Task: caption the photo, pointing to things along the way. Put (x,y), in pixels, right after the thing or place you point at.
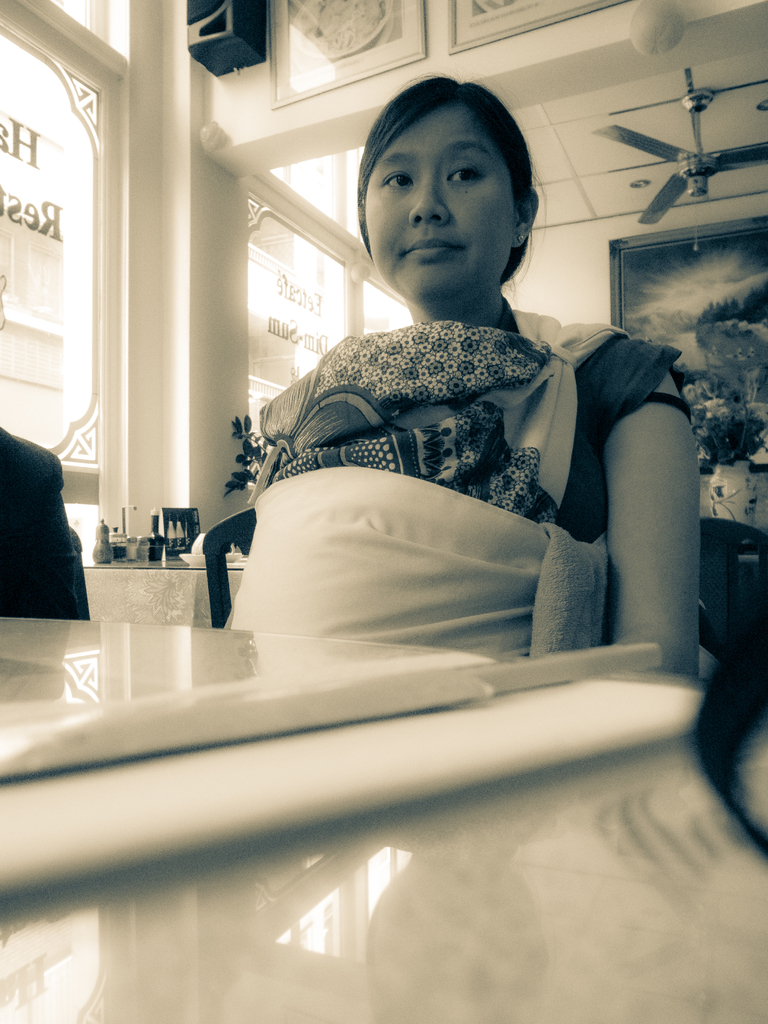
In this image I can see there is a woman (324,477) sitting on the chair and there is a table (66,704) in front of her and there are few objects (59,727) placed on the table (151,681) and there is a man (19,479) at the left side (19,503), there are few objects (760,414) in the backdrop (692,385). There is a photo frame (635,269) and a fan (630,136) attached to the ceiling (607,109).
